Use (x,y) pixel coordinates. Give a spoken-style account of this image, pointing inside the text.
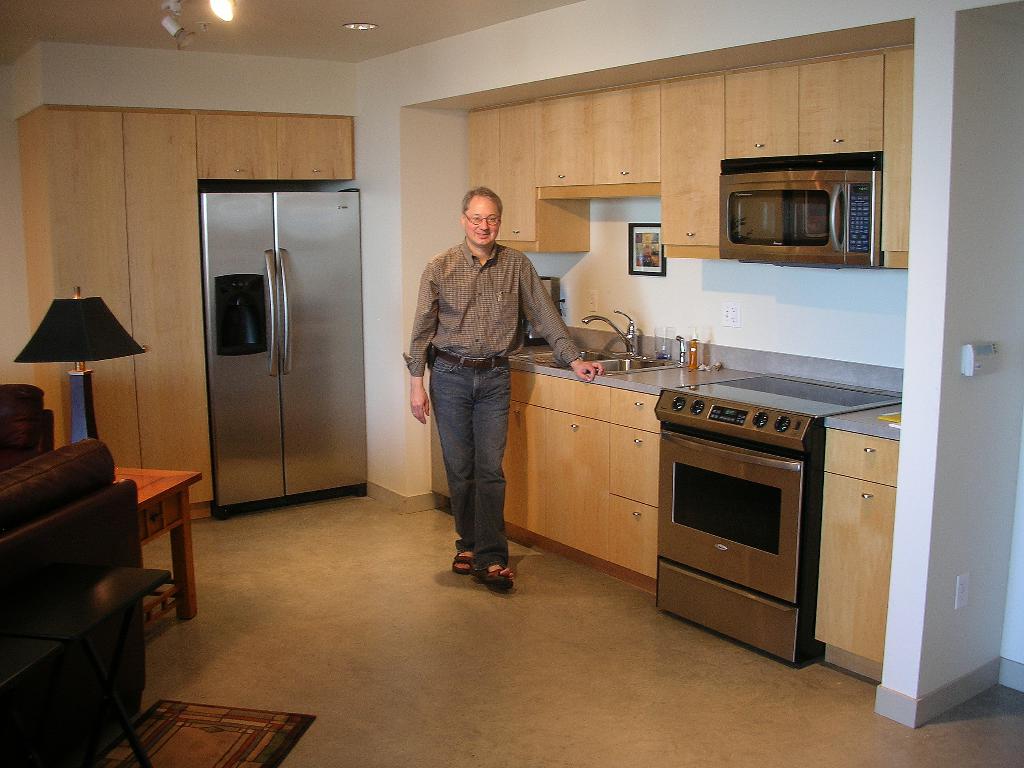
In this picture we can see man (481,429) wore spectacle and smiling and beside to him we can see tap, bottles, wall (608,300) with frame (655,267) to it, microwave oven (797,250), stove (764,466) and in background (253,328) we can see fridge (304,283), cupboard (122,237), lamp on table (193,603).
